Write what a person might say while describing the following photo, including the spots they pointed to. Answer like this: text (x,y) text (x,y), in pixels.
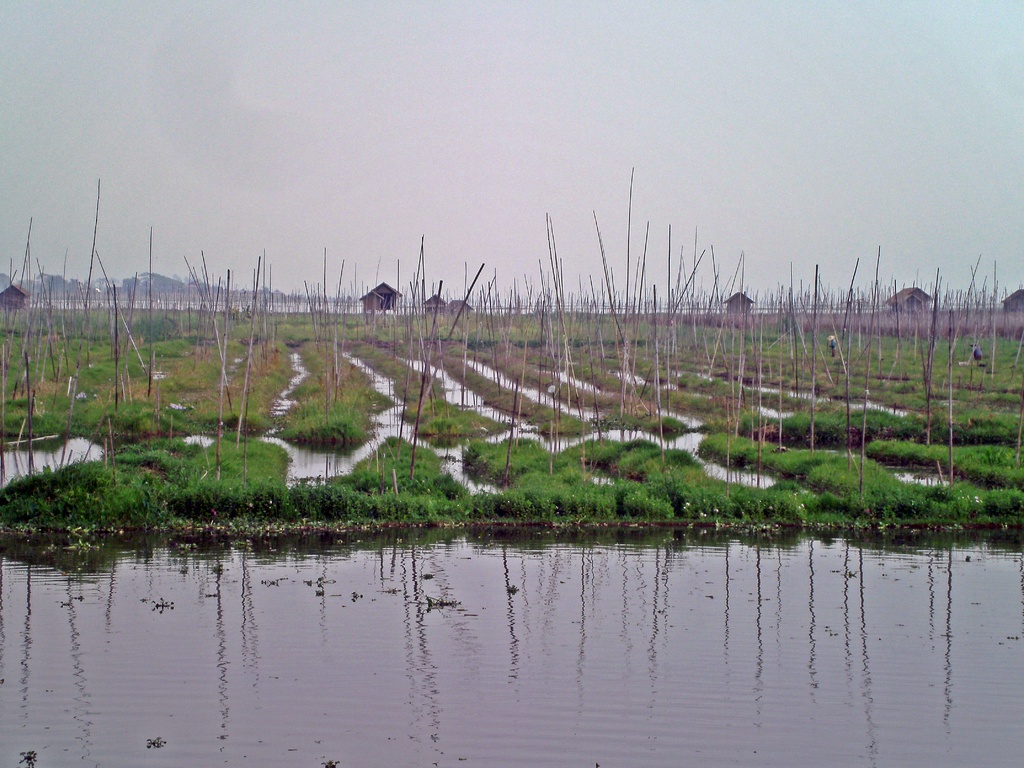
In this image there is a canal (895,624), in the background (722,481) there are fields (55,390) in that fields (133,385) there are wooden poles (930,337) and houses (369,295).
